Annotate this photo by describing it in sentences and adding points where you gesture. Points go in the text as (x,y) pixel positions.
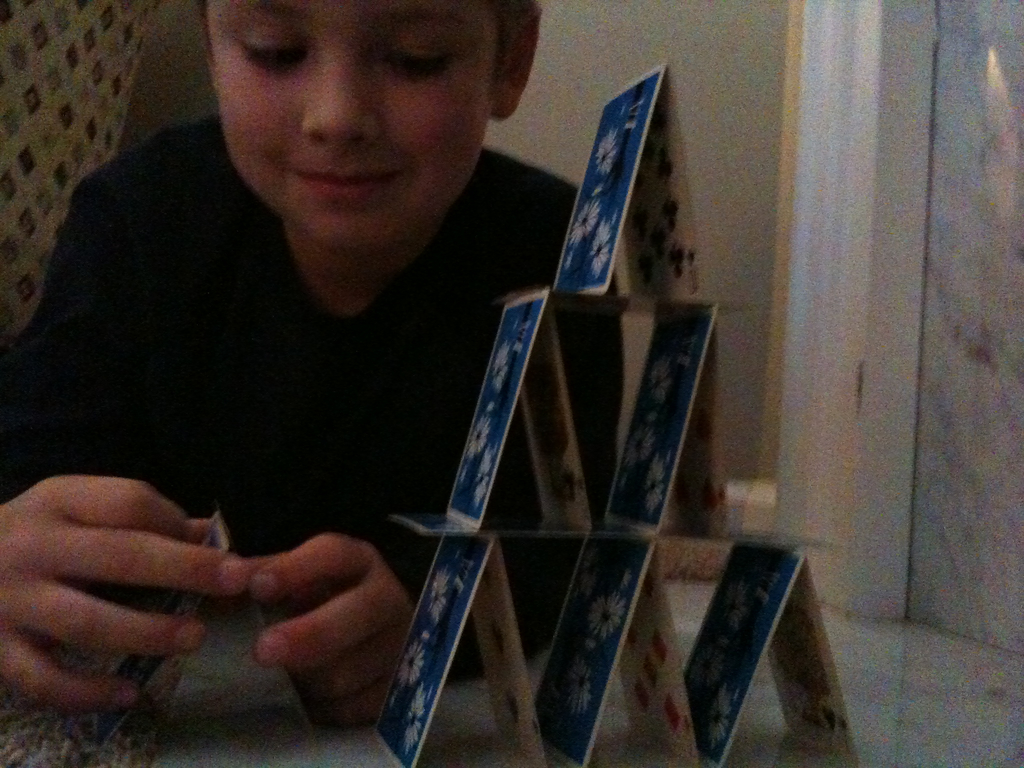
In the image I can see a kid (217,427) wearing black color T-shirt (165,434) playing with cards (471,492) which are in blue color and in the background of the image (688,32) there is a wall (533,114).
